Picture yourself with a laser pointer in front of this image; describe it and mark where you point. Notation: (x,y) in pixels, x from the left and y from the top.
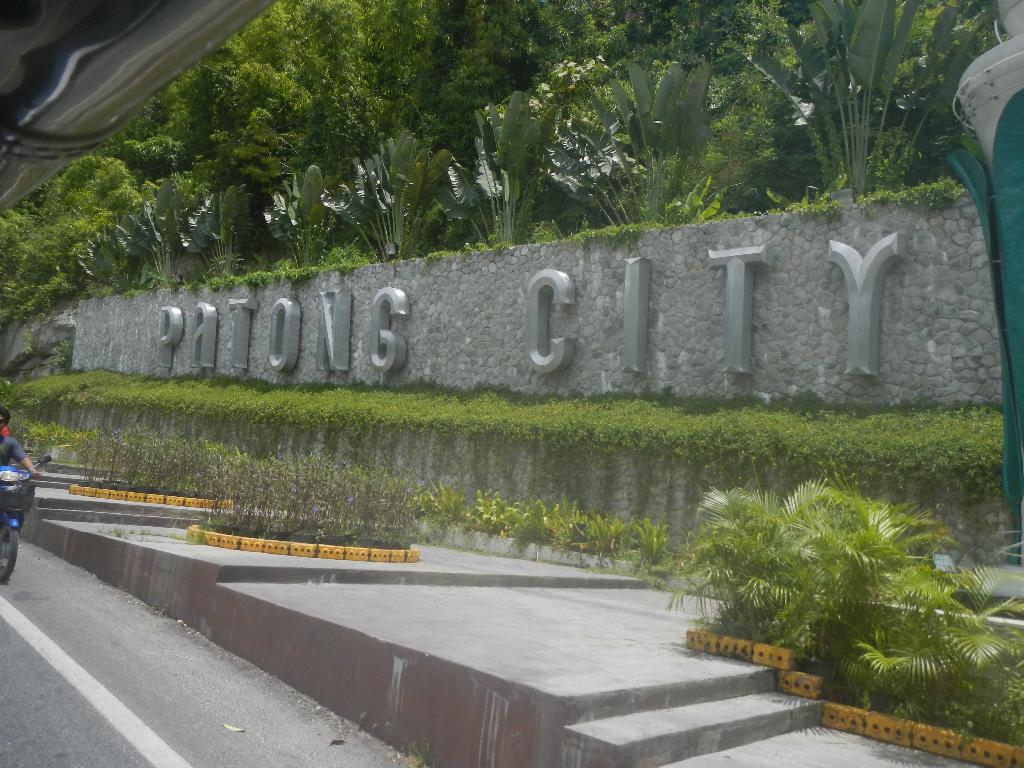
On the left (12,494) we can see a person (10,465) riding bike (15,521) on the road (71,749). In the background (233,230) we can see trees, plants (806,590) and there is a text (328,319) on the wall (771,314) and on the right (982,107) there is an object (967,153) and on the left (73,84) at the top corner (103,59) there is an object (103,59).
